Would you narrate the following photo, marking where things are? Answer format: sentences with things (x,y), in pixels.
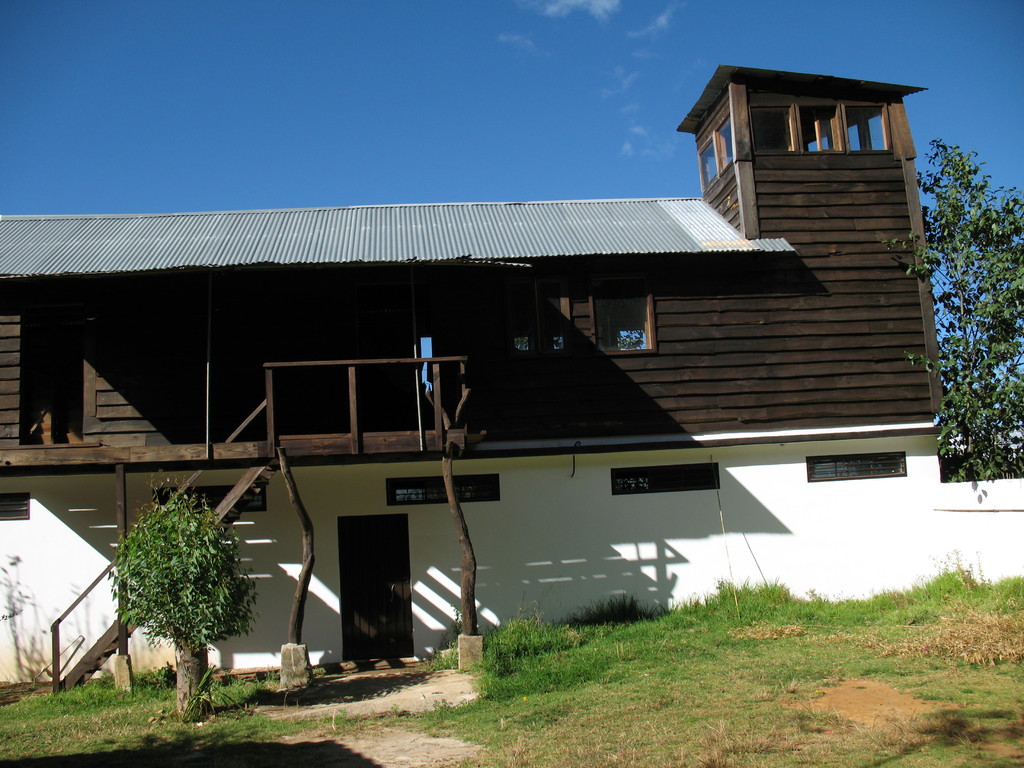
This image is taken outdoors. At the bottom of the image (251,687) there is a ground (415,709) with grass (710,685) on it. At the top of the image (203,86) there is a sky (523,86) with clouds (679,9). In the middle of the image (378,305) there is a house (169,459) with a few walls (554,469), windows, roofs (753,72) and door (390,552) and there is a plant (219,608) and a tree (965,417).
